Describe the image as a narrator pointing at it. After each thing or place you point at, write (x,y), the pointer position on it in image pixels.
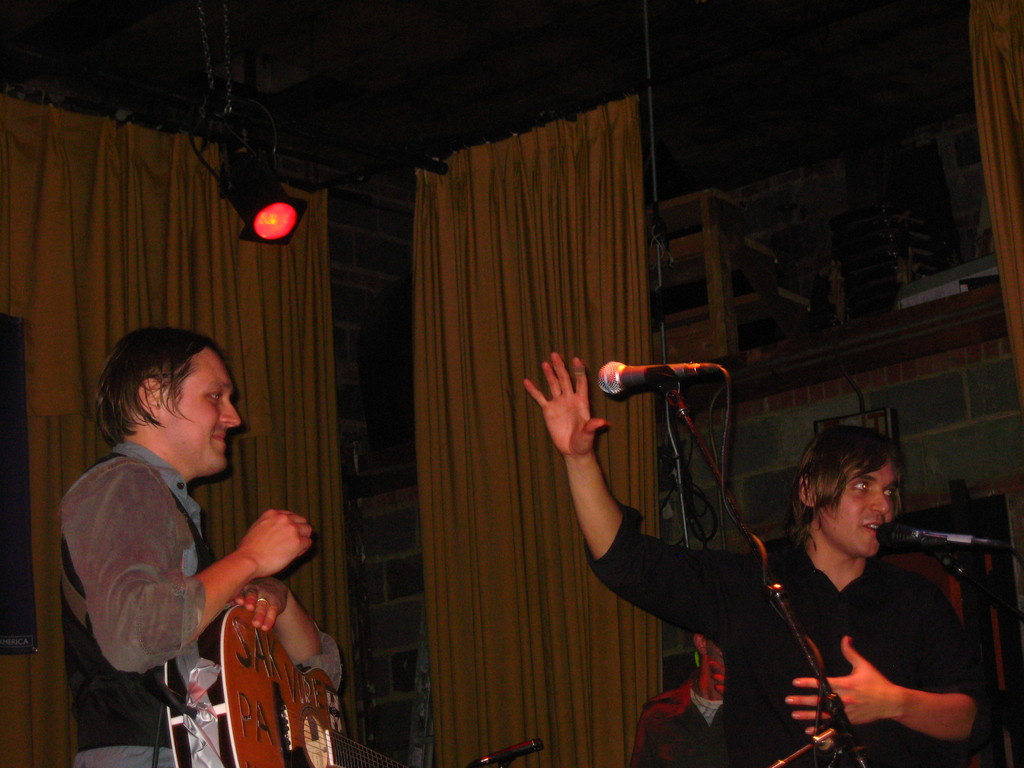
The images taken inside a club (383,203), there are two men (807,517) in the picture, one person (200,583) is holding the guitar (259,646) the another person (824,633) is singing a song, in the background (453,353) there are mustard color curtains (449,346), lights (249,235) behind them there is a brick wall (358,316).
